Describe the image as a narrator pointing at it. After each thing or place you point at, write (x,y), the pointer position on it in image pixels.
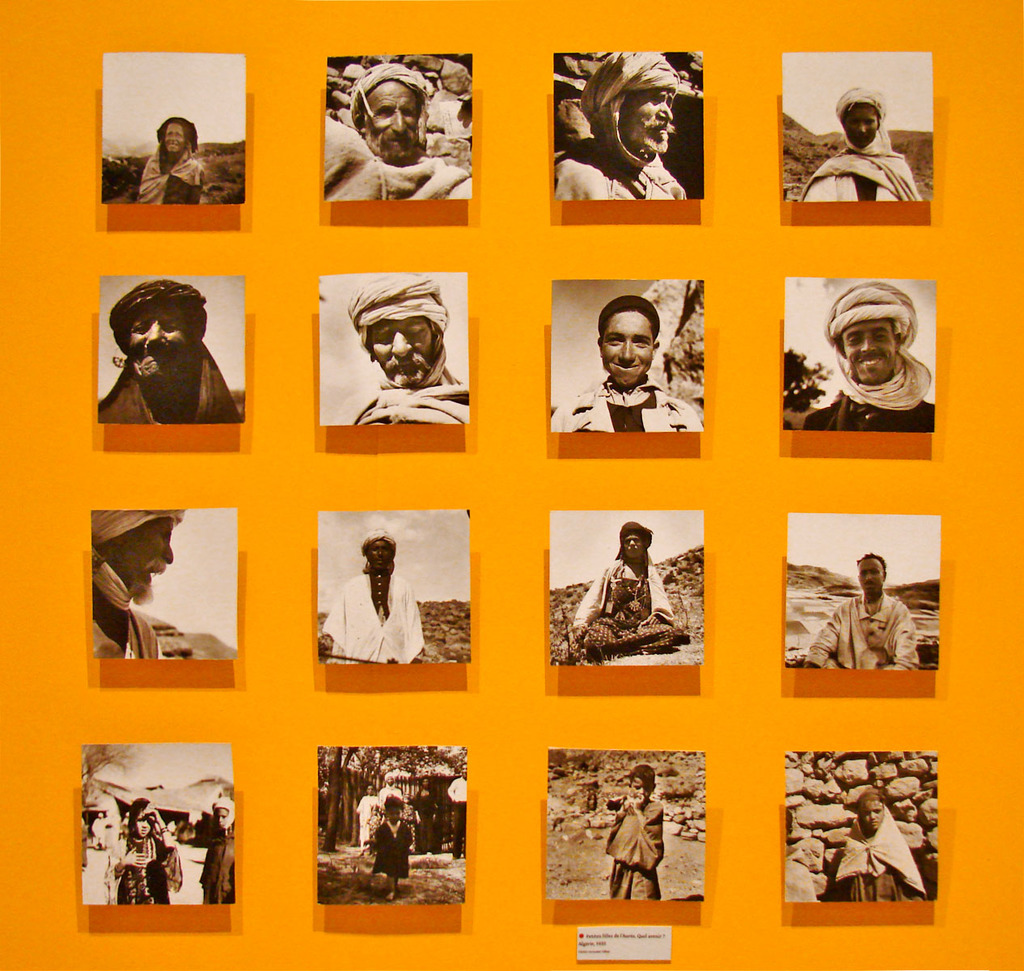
This picture describes about collage of few images, in this we can find few people (371,634).
